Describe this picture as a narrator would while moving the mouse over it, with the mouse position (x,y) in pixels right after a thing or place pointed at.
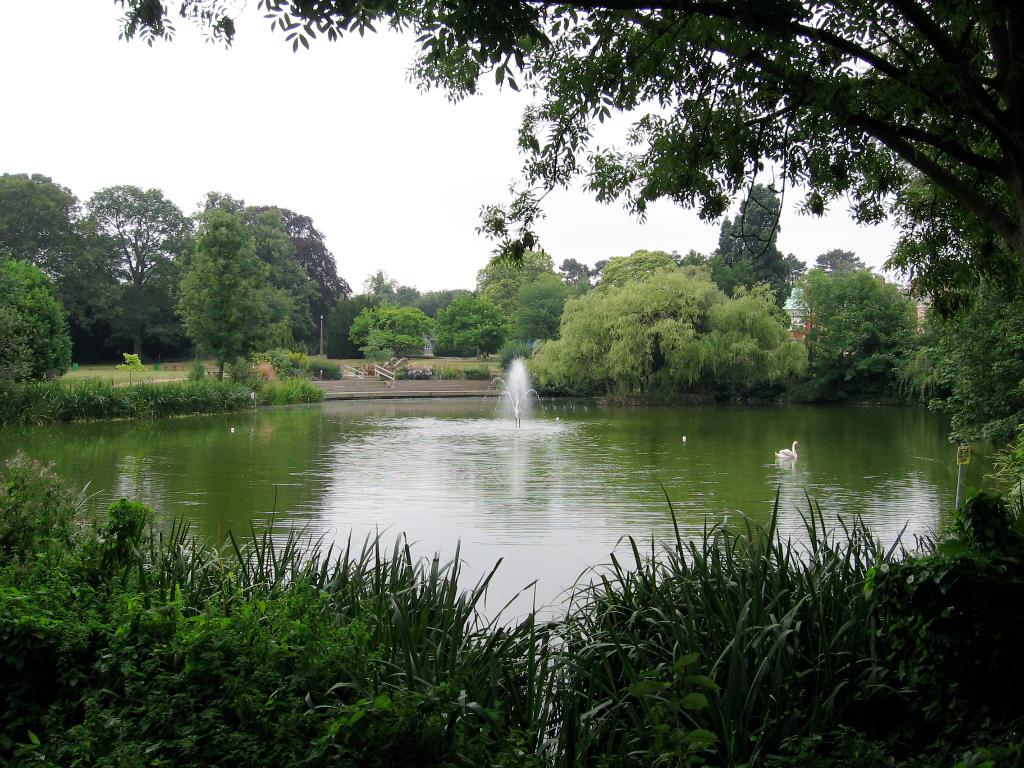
In this picture I can see a fountain (517,401) in the middle (512,419), in the background (521,278) there are trees (506,274). At the top (458,161) there is the sky (445,153).
